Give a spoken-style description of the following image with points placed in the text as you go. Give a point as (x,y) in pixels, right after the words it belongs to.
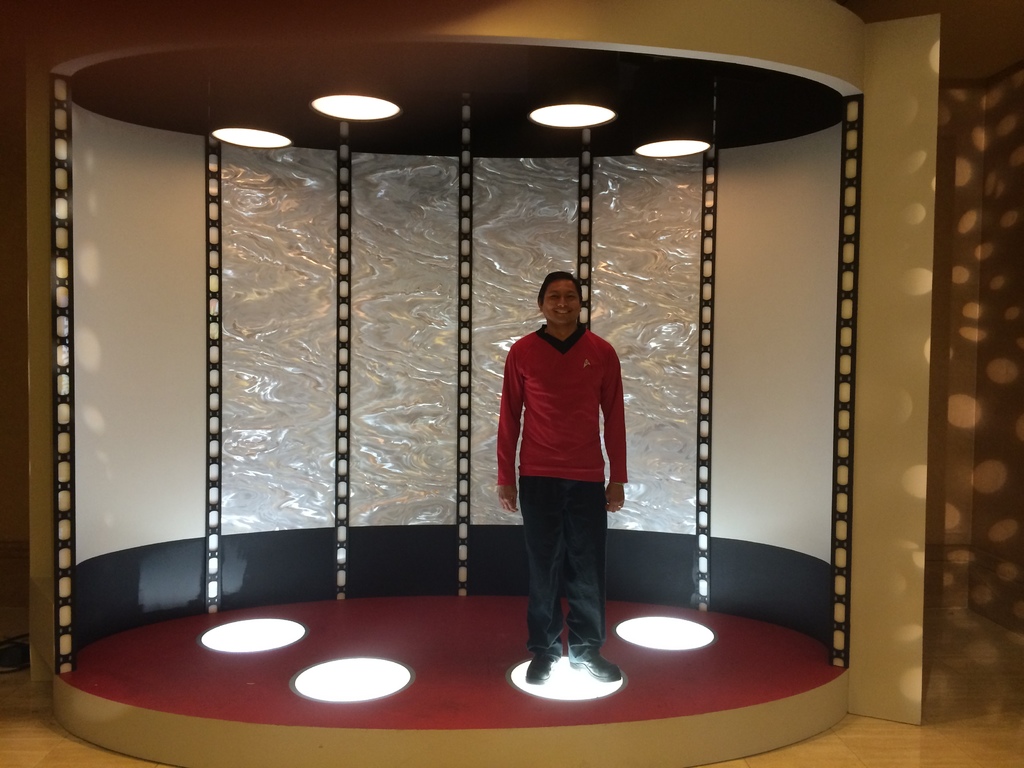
In the image there is a man (537,647) standing on a light (544,691) that is fit under a floor (327,638) and above the man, to the roof (635,79) there are four lights (357,104) and in the background (448,288) there is a wall (410,447).
